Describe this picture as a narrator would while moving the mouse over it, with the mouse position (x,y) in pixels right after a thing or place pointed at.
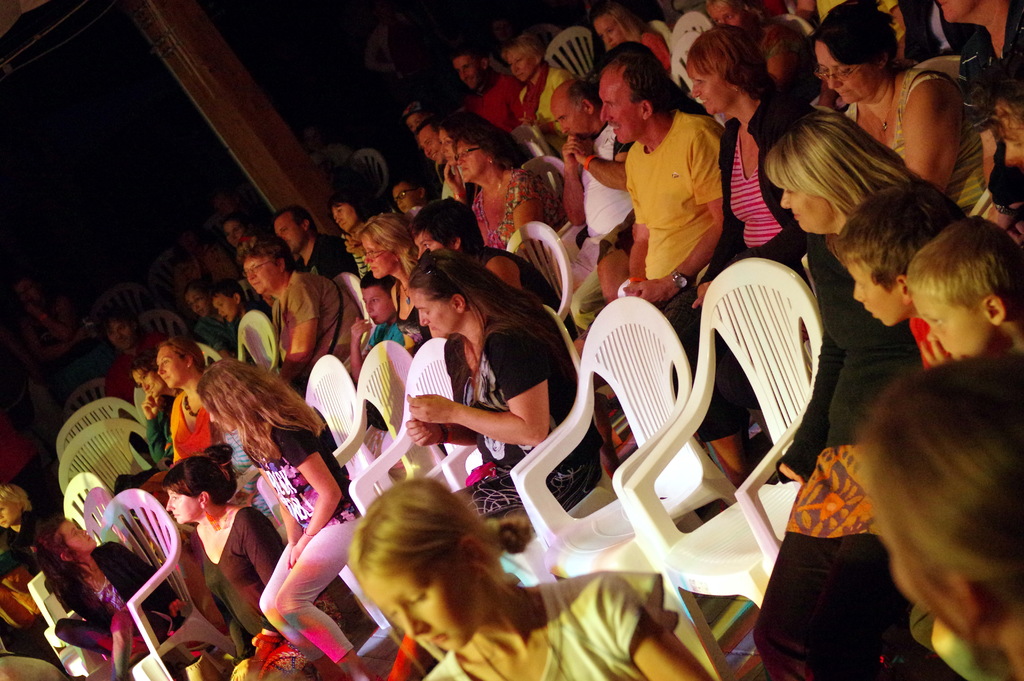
In this image we can see so many people (312,551) are sitting on white color chairs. There is a wooden pole (207,81) in the left top of the image (233,117).
